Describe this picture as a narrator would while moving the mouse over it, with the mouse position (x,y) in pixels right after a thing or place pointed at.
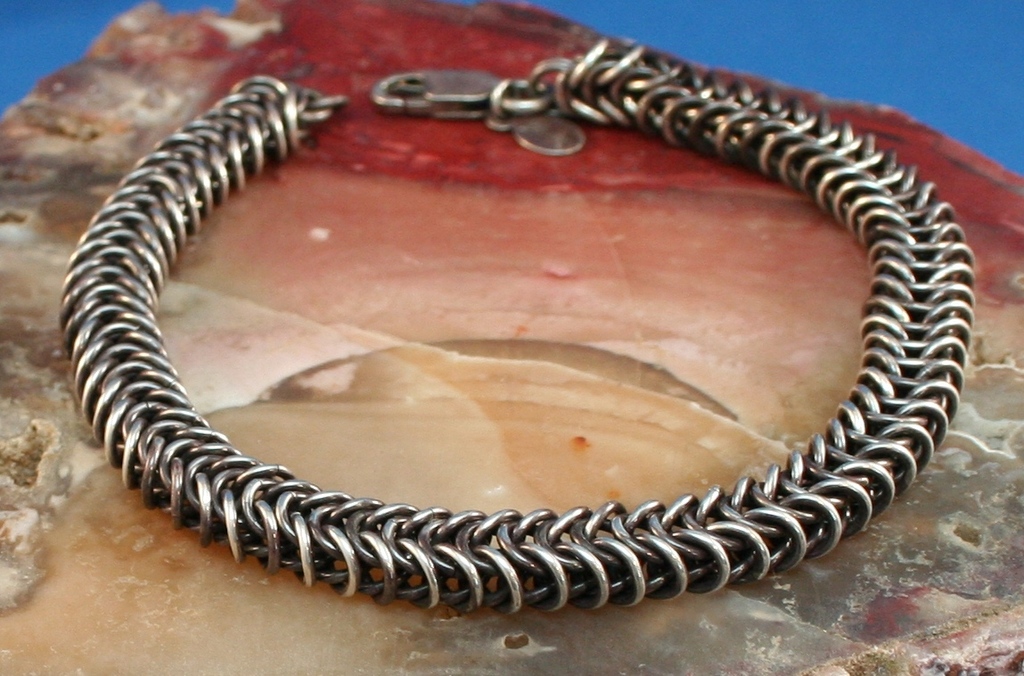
In this picture there is a bracelet (560,545). At the bottom (342,455) it looks like a stone (383,612). At the back (784,38) there is a blue background (813,46).
